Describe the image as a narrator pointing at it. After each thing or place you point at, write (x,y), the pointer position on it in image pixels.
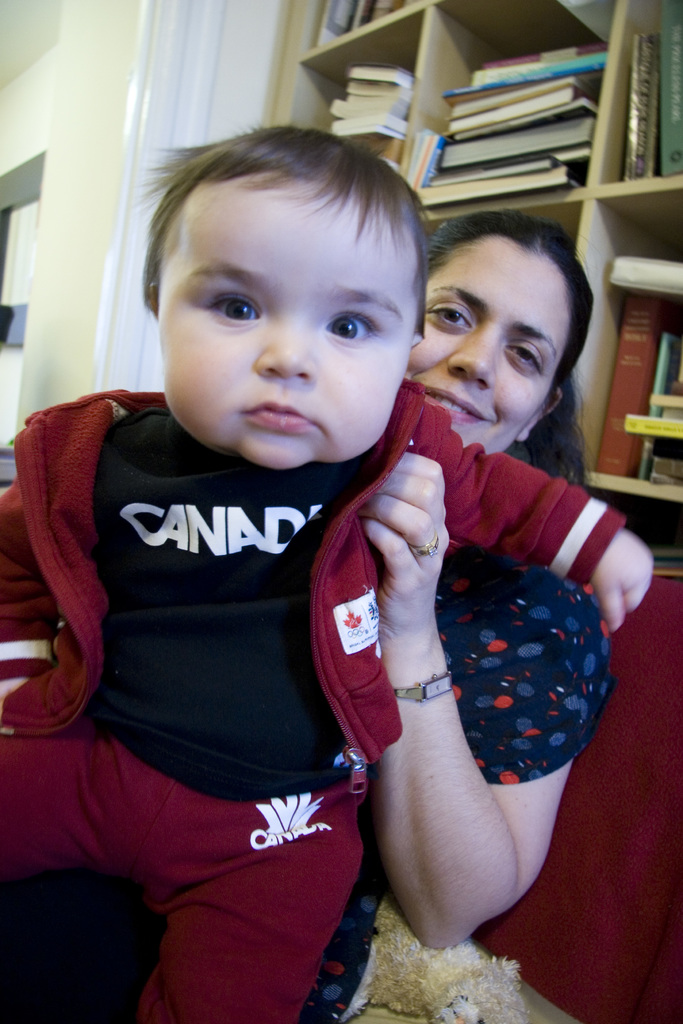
In this image there is a woman (477,707) sitting on the sofa (512,923) is holding the kid (222,545). In the background (387,83) there are racks (436,88) in which there are books (350,67).
